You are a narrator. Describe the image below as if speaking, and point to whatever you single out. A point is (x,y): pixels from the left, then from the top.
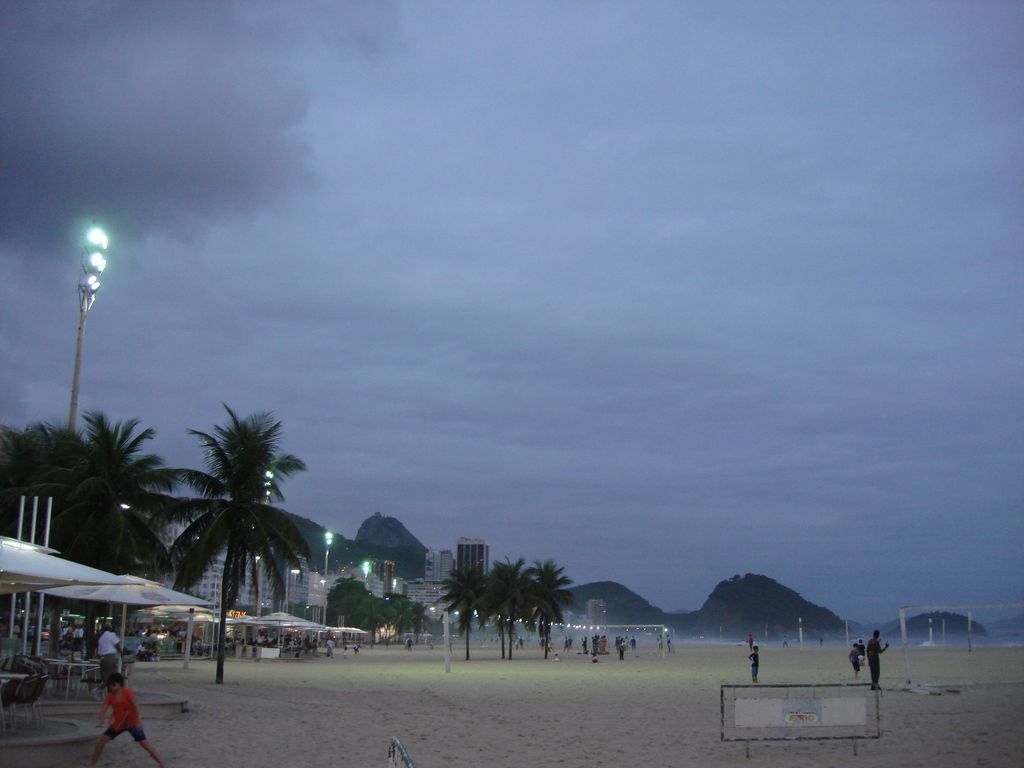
In this image I can see many people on the sand (505,733). To the left (228,617) I can see the tents (280,624), many trees (222,642), light poles (259,611) and the buildings (417,600). In the background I can see the mountains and the sky (422,274).
